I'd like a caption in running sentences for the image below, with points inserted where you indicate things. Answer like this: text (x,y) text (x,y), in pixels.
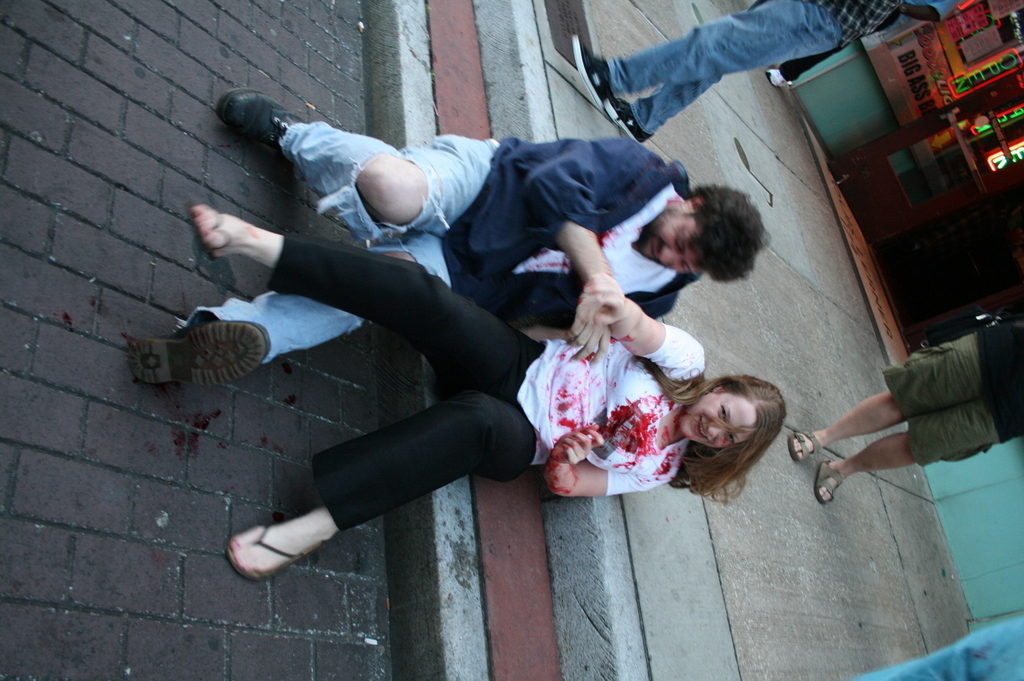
In the image there are two people (488,193) sitting on the footpath (524,115) and there are a lot of blood stains (631,409) on the women t-shirt (600,378), behind her there are three people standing on the footpath (795,102) and in the background (934,115) there is some restaurant (934,136).
